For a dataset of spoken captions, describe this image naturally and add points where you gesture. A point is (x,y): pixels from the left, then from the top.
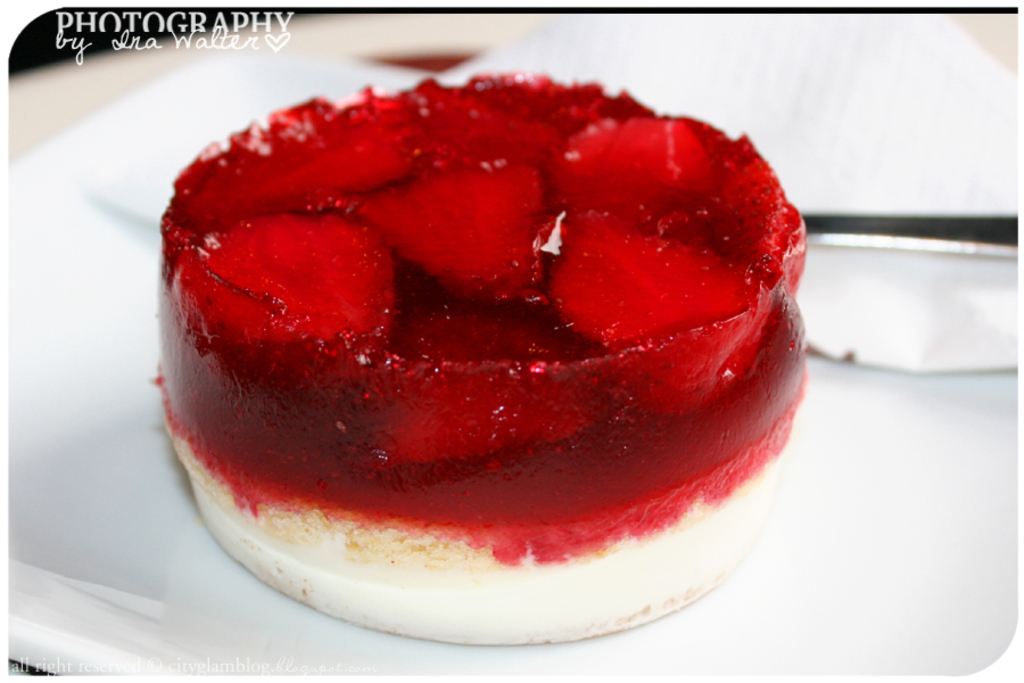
In this picture, there is a cake (670,231) on the plate (777,629). It is red and cream in color. At the top (246,14), there is a text (133,41).
